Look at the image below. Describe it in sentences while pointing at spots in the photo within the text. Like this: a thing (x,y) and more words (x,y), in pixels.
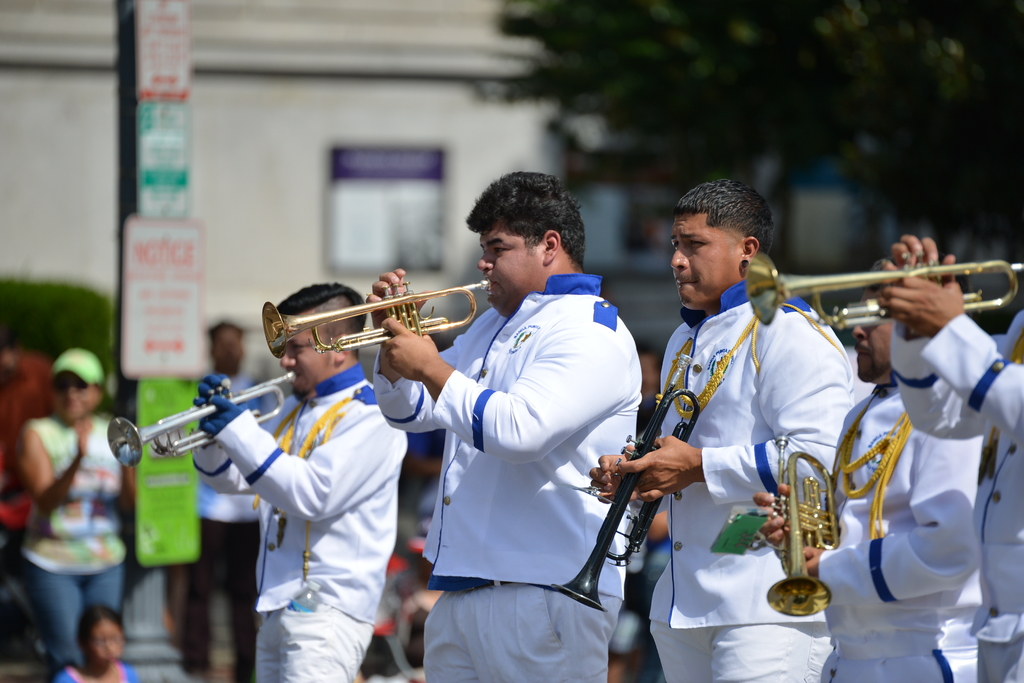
In this picture I can see there are a few people (607,495) standing on the right side (729,445), they are playing trumpets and there are a few people (1,531) standing on the walkway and there is a tree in the backdrop (723,93) and there is a pole (127,115) with boards (170,161). There is a building (271,112) in the backdrop (224,270).
